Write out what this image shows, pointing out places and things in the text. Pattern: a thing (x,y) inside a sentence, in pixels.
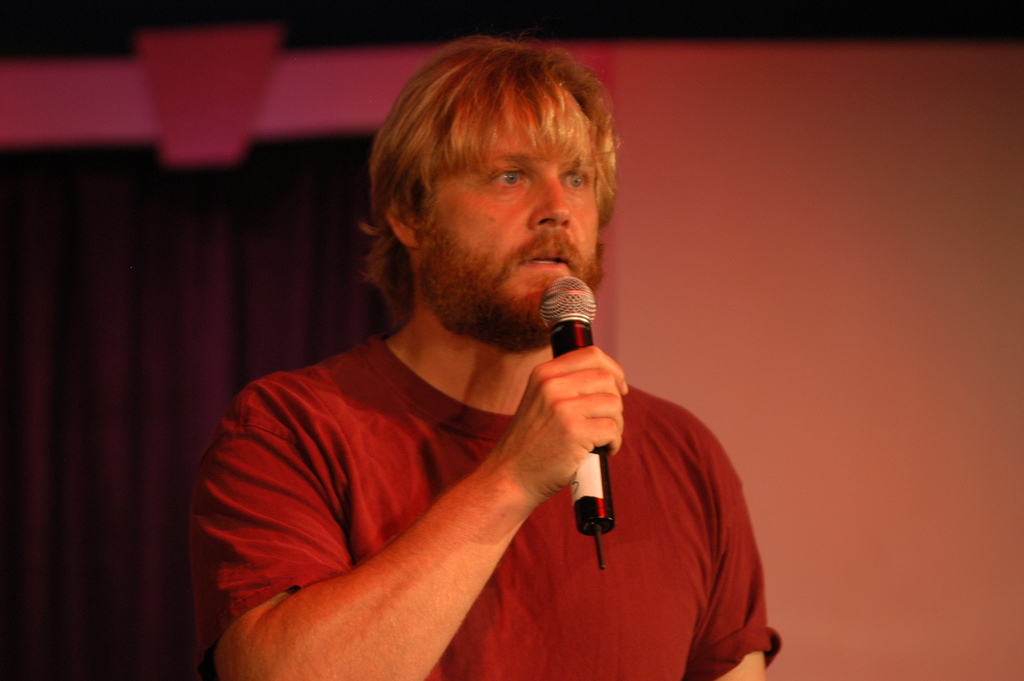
The man (490,171) in red t-shirt (450,451) is holding a mic (571,344). Far there is a curtain (89,354) in maroon color.
